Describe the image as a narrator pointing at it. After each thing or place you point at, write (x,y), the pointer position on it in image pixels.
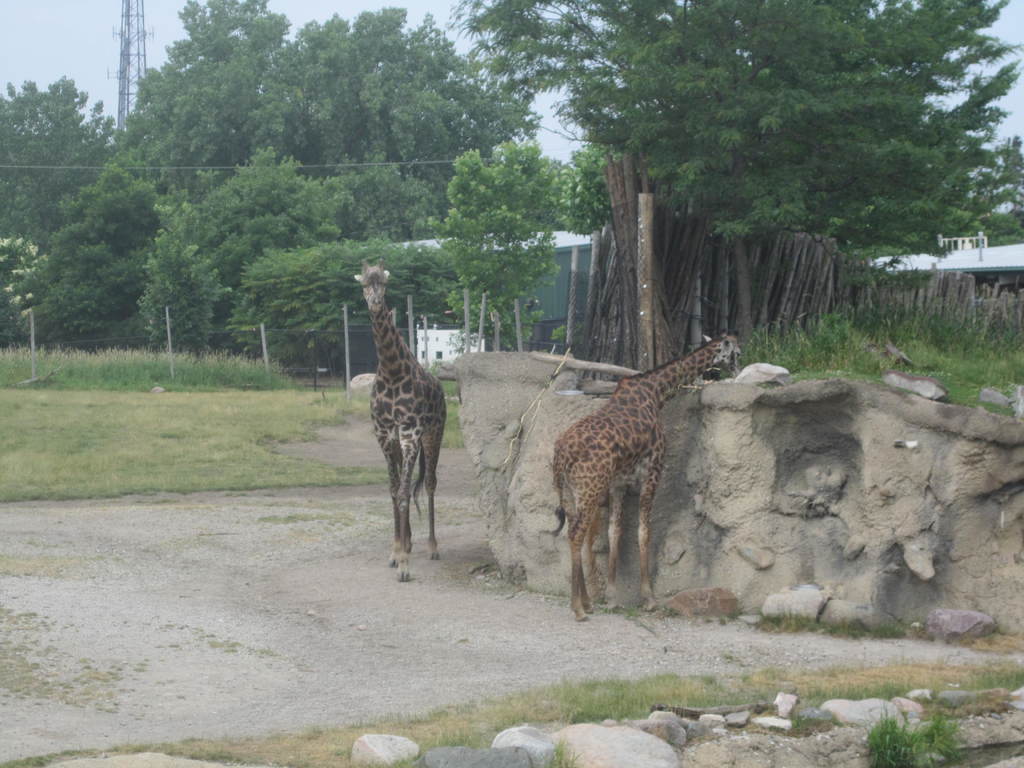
In this picture we can observe two giraffes (591,470) standing. There are some rocks (536,732). We can observe some grass (118,408) on the ground (169,431). In the background (545,158) there are trees (410,175). We can observe a tower (131,68) on the left side (128,81). There is a sky (55,51).
